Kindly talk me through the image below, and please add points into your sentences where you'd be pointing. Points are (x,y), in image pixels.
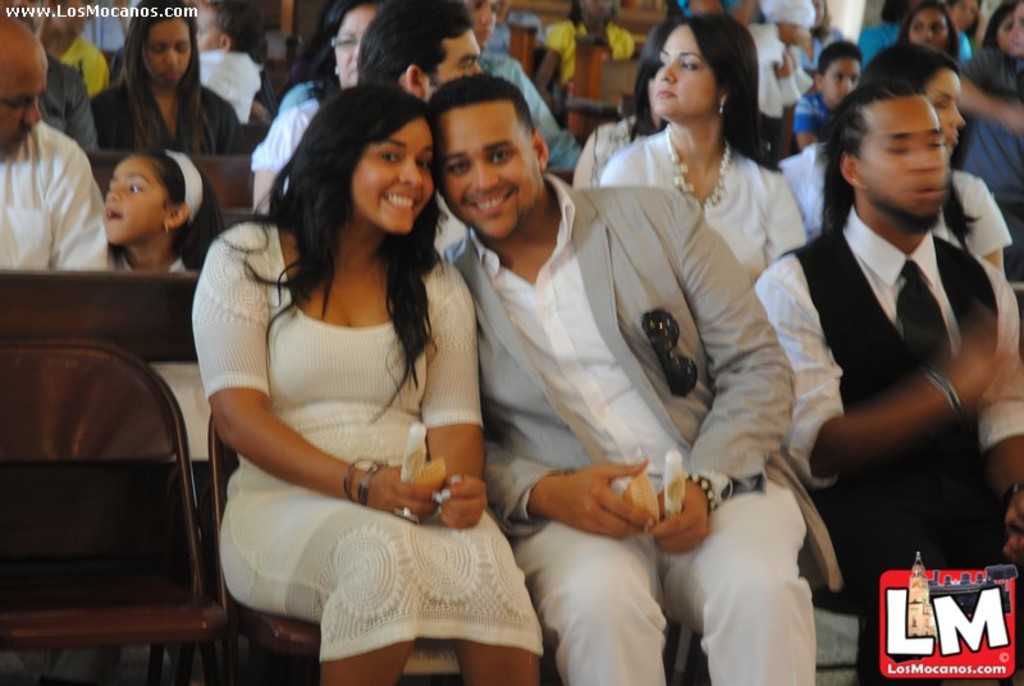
This image is taken indoors. In the middle of the image (653,326) a man (504,348) and a woman (377,413) are sitting on the chairs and holding something in their hands (541,491). On the right side of the image (796,308) a man (845,451) is sitting on the chair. In the background (658,87) a few people (204,116) are sitting on the chairs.
